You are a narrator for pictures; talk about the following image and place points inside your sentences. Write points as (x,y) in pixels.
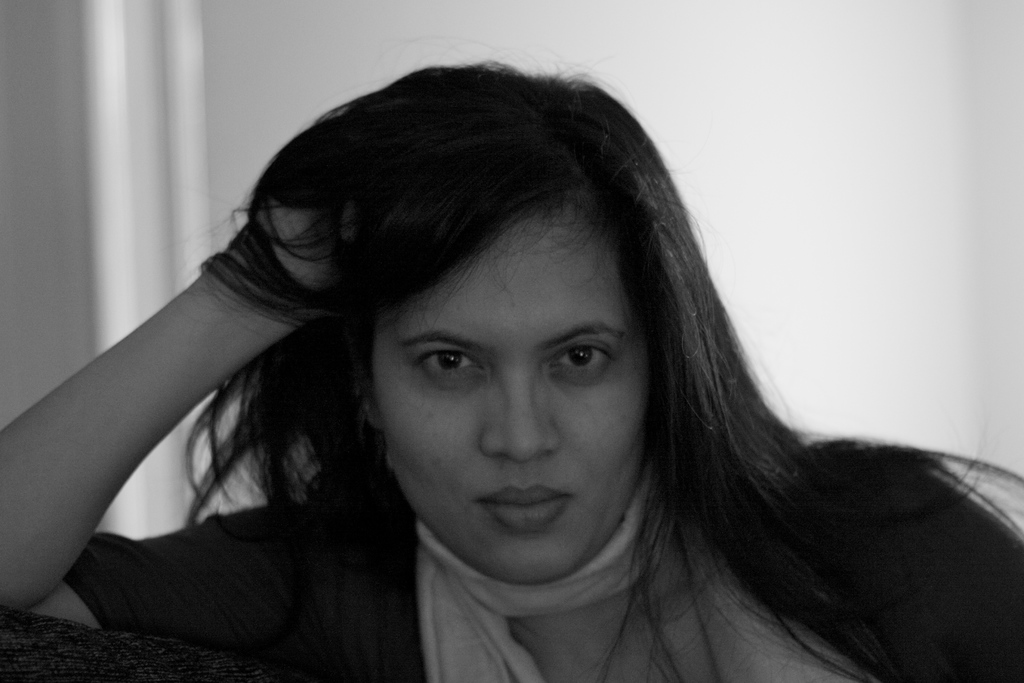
This is black and white image of a woman (325,518). In the background (711,200), we can see a wall (69,142).
